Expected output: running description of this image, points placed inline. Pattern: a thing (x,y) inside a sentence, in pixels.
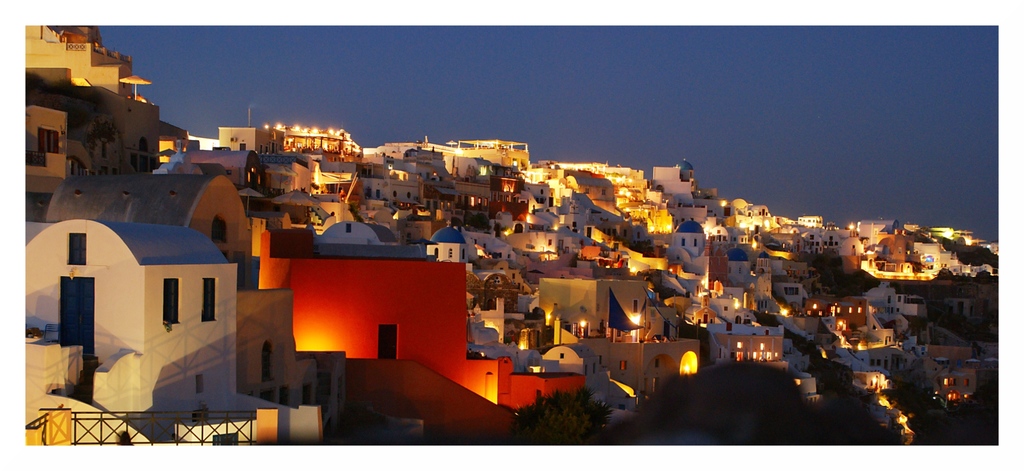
At the bottom of this image (329,324), there are buildings (546,384), trees (826,388) and there are lights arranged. In the background (734,111), there is the blue sky (561,57).
